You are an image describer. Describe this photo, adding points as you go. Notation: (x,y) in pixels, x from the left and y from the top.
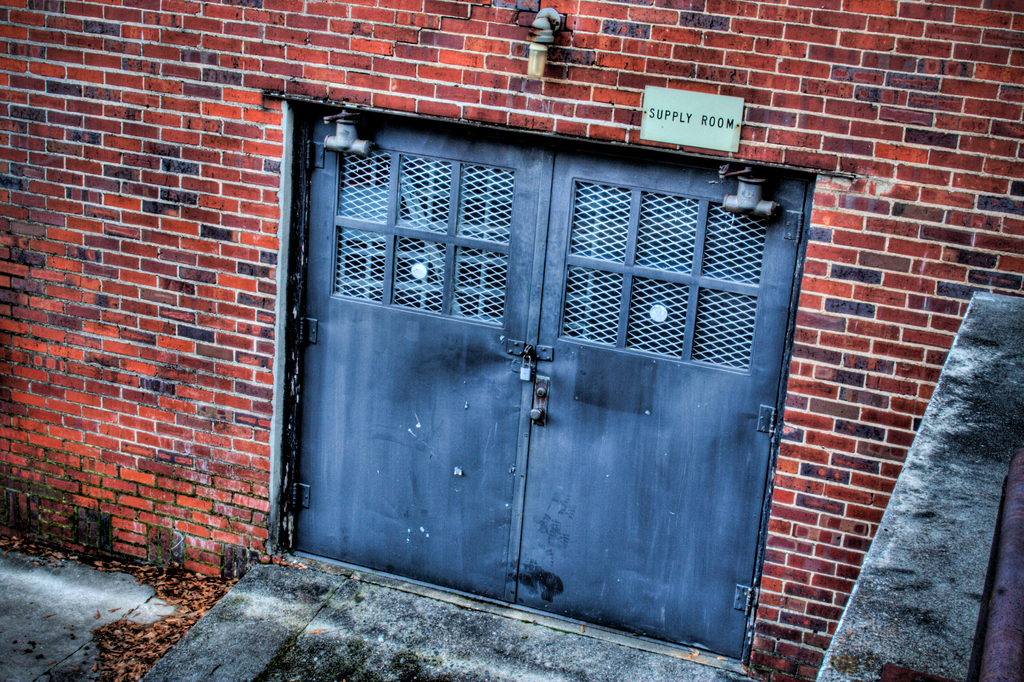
In this image there is a door (393,359) of the building (259,343), a poster (692,127) and a light (530,55) attached to the wall (516,85).
